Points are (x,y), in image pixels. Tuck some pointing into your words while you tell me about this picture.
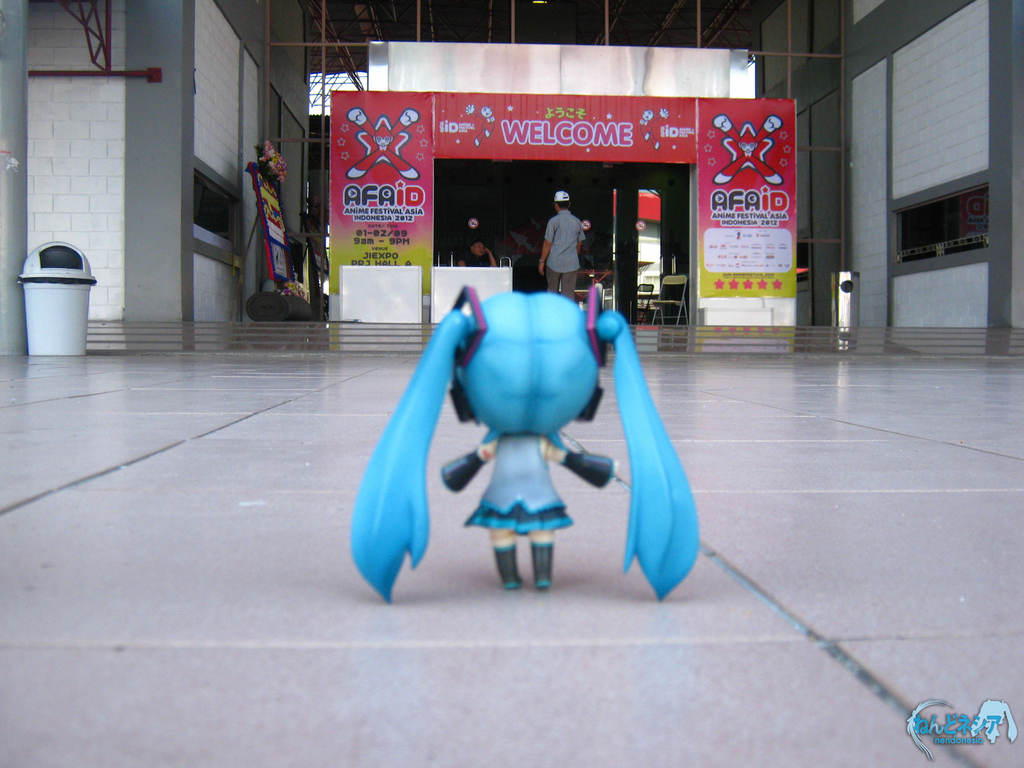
In this picture I can see a toy (522,525) on the floor (491,576), a person (551,245) entering into the shop (348,216).
